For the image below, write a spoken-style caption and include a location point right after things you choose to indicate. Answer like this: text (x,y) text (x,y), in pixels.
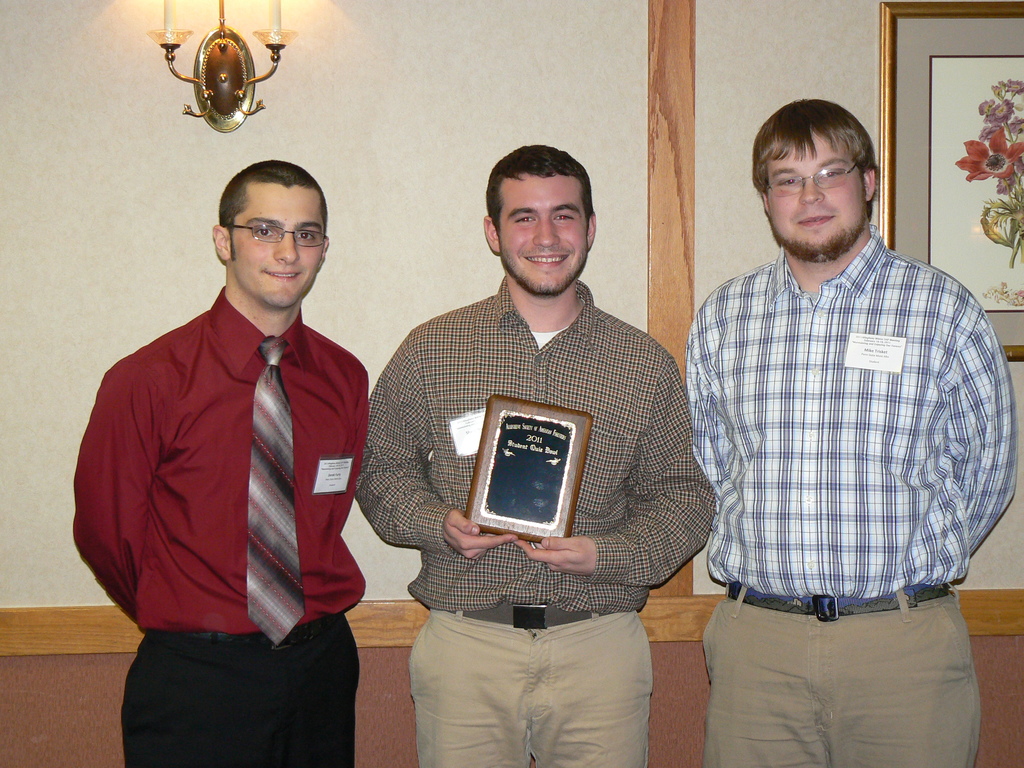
In this image there are three people (628,405) standing. Middle of the image (564,457) there is a person (581,510) holding an object (527,440) in his hands (547,546). Left side (118,449) there is a person (323,394) wearing a tie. There is a lamp (242,106) attached to the wall (413,123) having a picture frame (952,154). Right side (930,436) there is a person (814,248) wearing spectacles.
